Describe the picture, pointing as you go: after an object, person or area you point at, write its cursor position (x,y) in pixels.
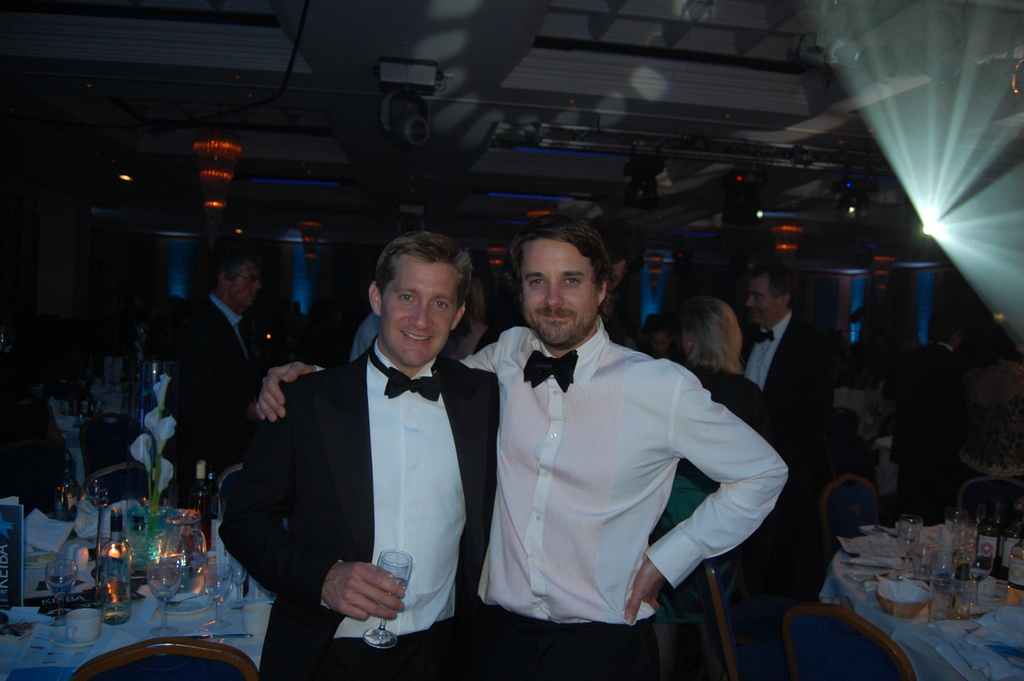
There are two men (469,410) standing and smiling and this man (387,547) holding a glass (381,561), we can see glasses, bottles (109,610), papers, cup (81,611), saucer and objects (961,625) on tables (164,554) and we can see chairs (143,667). In the background (182,355) we can see people (217,288) and it is dark. At the top (752,201) we can see lights (734,200) and camera (387,88).
